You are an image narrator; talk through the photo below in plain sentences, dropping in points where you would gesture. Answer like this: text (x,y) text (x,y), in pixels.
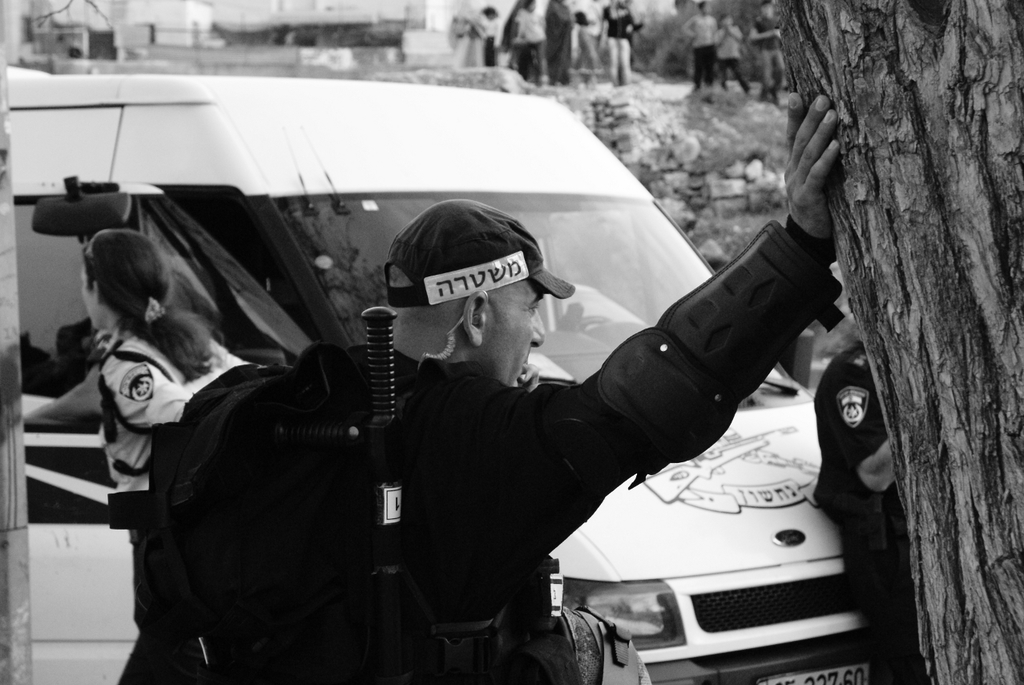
It is a black and white picture. In this picture there are people (492,431), vehicle (303,234), rocks (670,106), branch (1000,105) and objects (345,557). In the background of the image (606,32) it is blurry and there are people (588,38).
